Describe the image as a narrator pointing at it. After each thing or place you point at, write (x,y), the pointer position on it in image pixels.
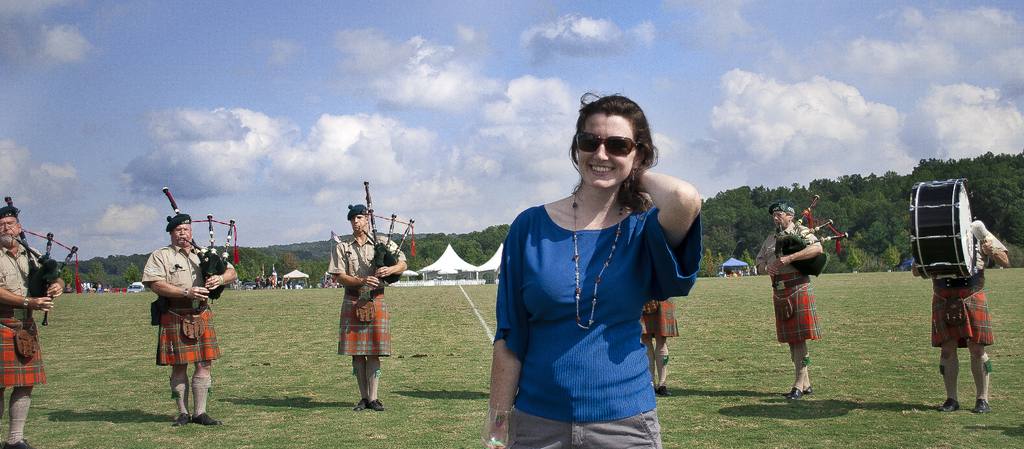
This picture is taken from the outside of the city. In this image, in the middle (598,216), we can see a woman (606,178) wearing a blue color shirt (634,329) is standing. In the background (147,293), we can see a group of people (18,292) playing the musical instrument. In the background (452,272), we can also see some tents (476,267), a group of people (265,278), trees (829,251), plants (82,273). At the top (458,76), we can see a sky (434,78) which is a bit cloudy, at the bottom (444,330), we can see a grass (438,379).
